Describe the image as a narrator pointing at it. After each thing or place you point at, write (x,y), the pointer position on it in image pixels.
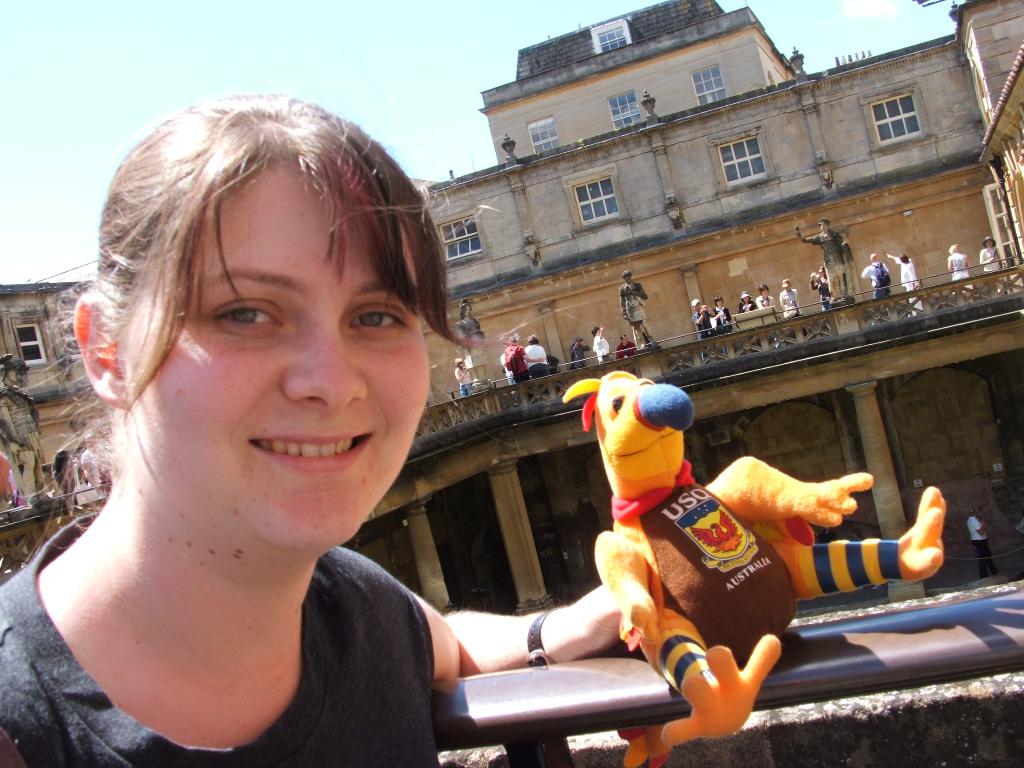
In this image, we can see a woman (284,556) is holding a soft toy (643,580) and seeing. She is smiling. Here there is a rod (628,691). Background (1023,287) we can see building (449,377) with walls (634,247), pillars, glass windows (904,115), railing (438,425). Here we can see few statues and people (62,483). Top of the image (358,70), there is a sky (345,61).
